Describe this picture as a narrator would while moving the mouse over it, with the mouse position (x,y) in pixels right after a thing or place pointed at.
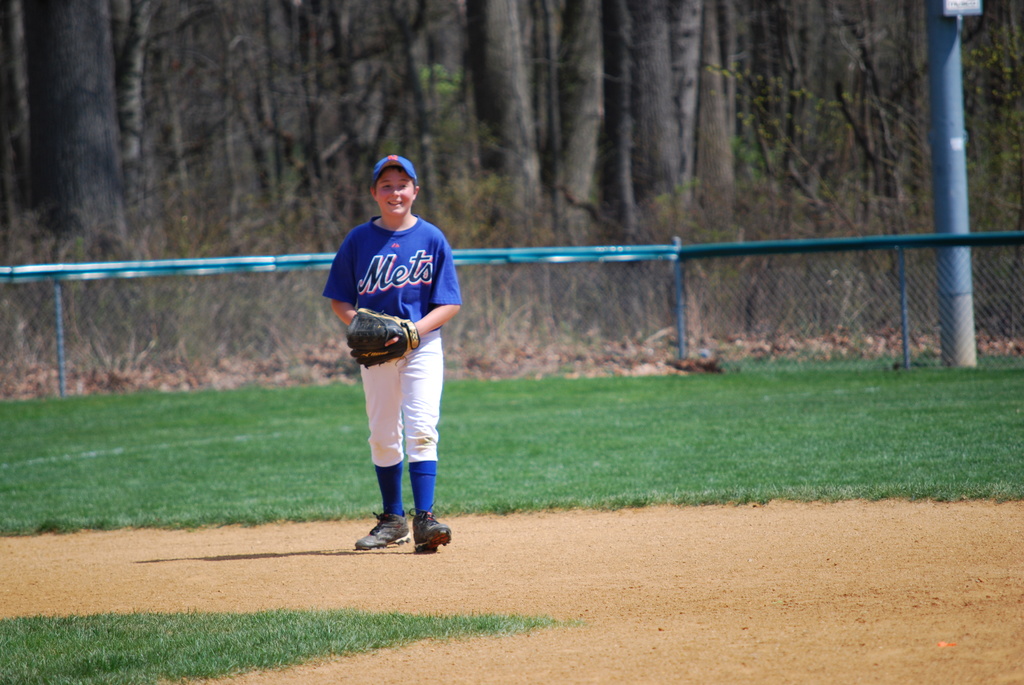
In the foreground of this image (390,223), there is a person (406,303) wearing glove (391,331) and standing on the ground (512,597). We can also see the grassland (137,625). In the background (138,328), there is fencing (233,308) and the trees (578,53). On the right (957,109), there is a pole (943,176).
